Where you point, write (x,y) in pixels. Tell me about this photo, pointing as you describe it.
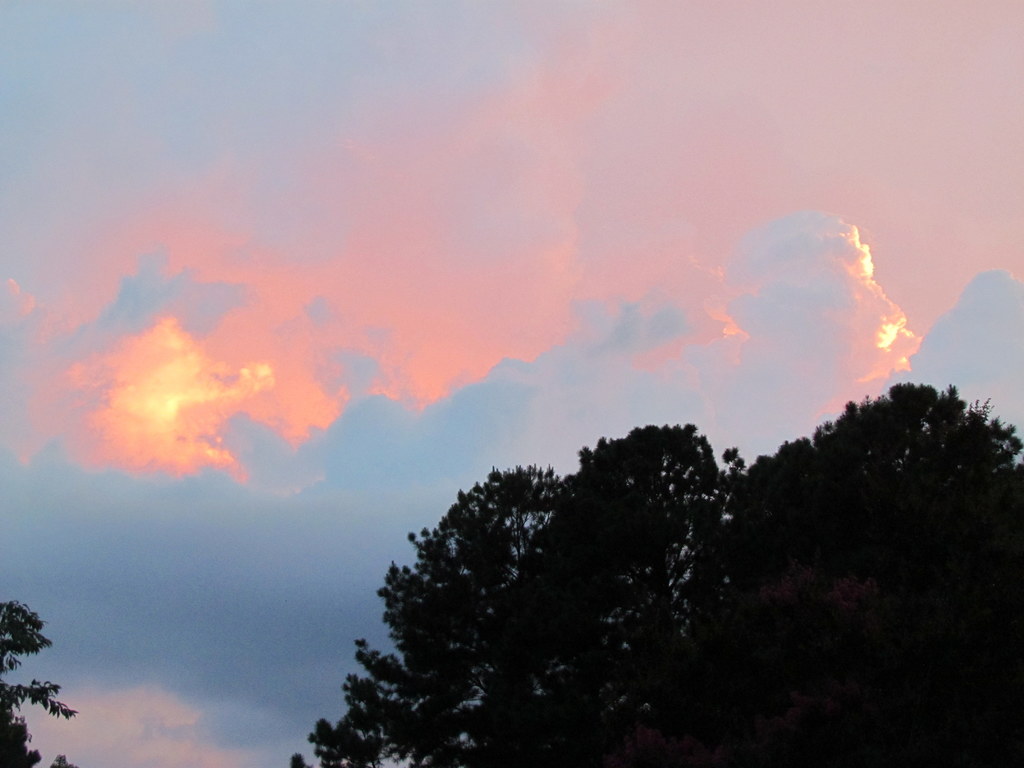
In this image we can see the trees (628,525) and clouds (338,316) in the sky (247,316).
